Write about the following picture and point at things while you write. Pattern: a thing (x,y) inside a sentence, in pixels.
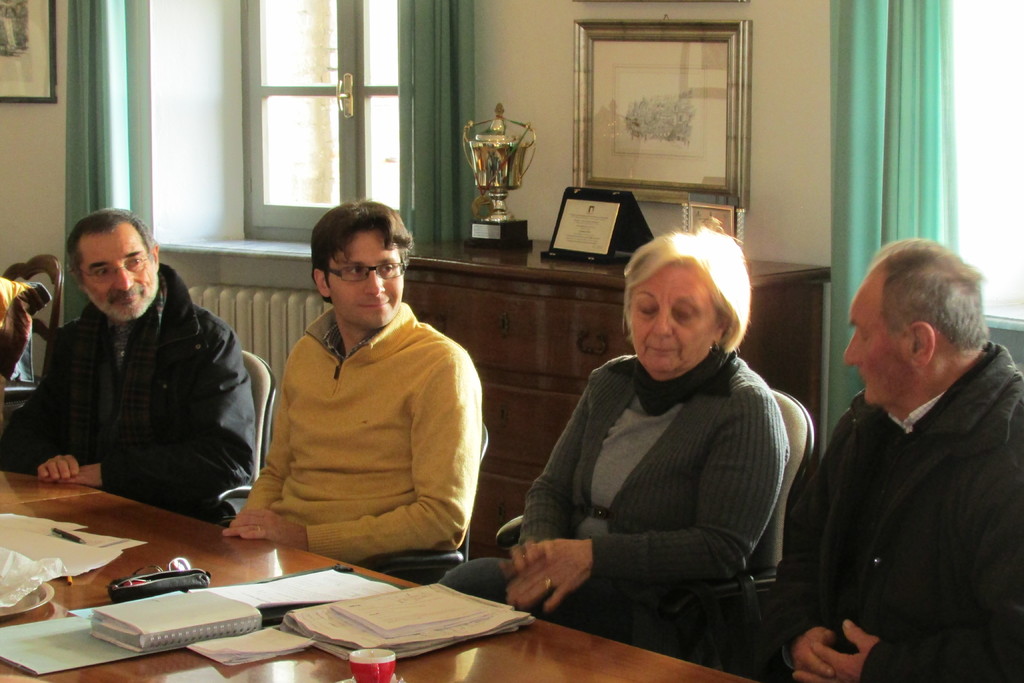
This image is clicked inside a room (303,560). There is a table (149,528) at the bottom (106,527). There are chairs (785,539) and people (196,376) are sitting on chairs (258,398). There are windows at the top (959,226). There are curtains (934,160) in the middle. There is a photo frame (633,105) at the top (623,143). On the table (207,563) there are papers (261,634), books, cups (377,658), pens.
